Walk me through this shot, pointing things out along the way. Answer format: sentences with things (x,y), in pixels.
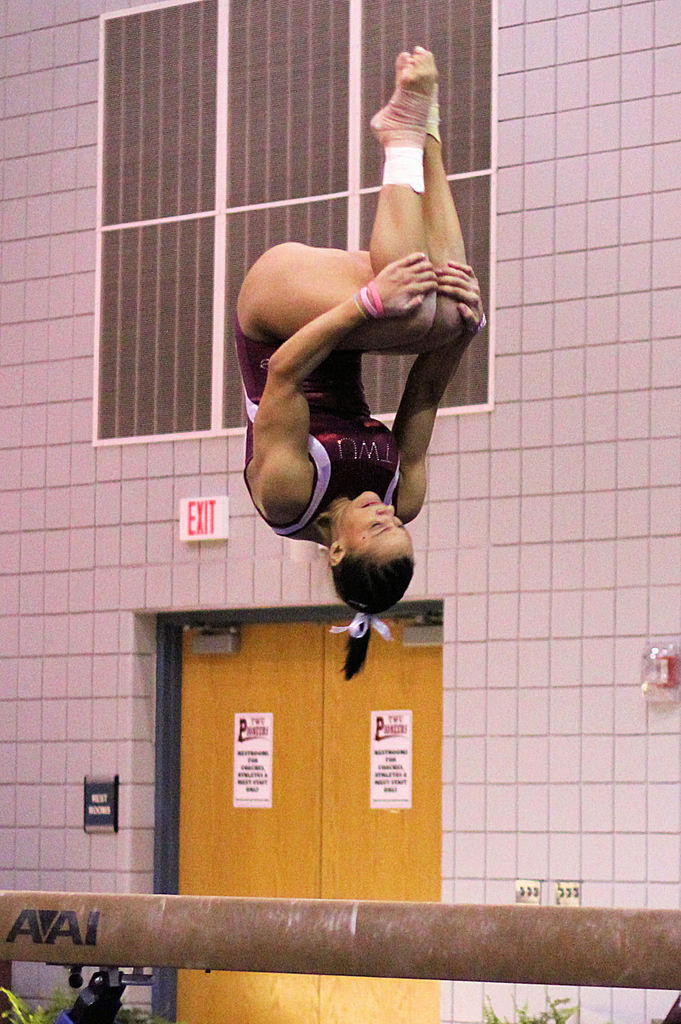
There is a balancing beam (312,952). And a lady (352,374) is doing gymnastics. In the back (138,487) there is a wall (119,538) with door (349,785), windows (225,209) and a exit board (188,509).
